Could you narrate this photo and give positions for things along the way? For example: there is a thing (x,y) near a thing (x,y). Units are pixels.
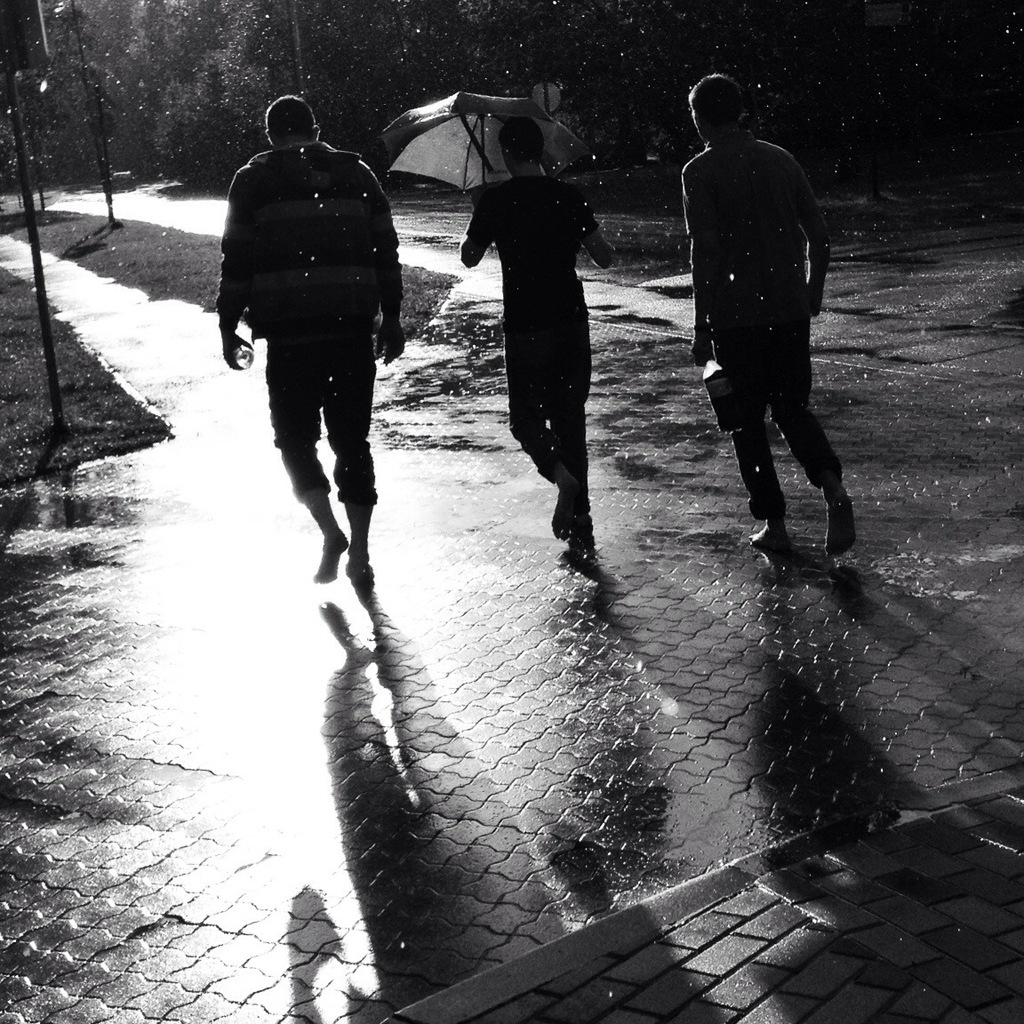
In this picture we can see three persons (267,239) are walking, in the background (151,52) there are trees (353,41), on the left side (104,124) we can see poles (43,286) and grass (54,444), a person (514,229) in the middle (537,397) is holding an umbrella (467,158).
